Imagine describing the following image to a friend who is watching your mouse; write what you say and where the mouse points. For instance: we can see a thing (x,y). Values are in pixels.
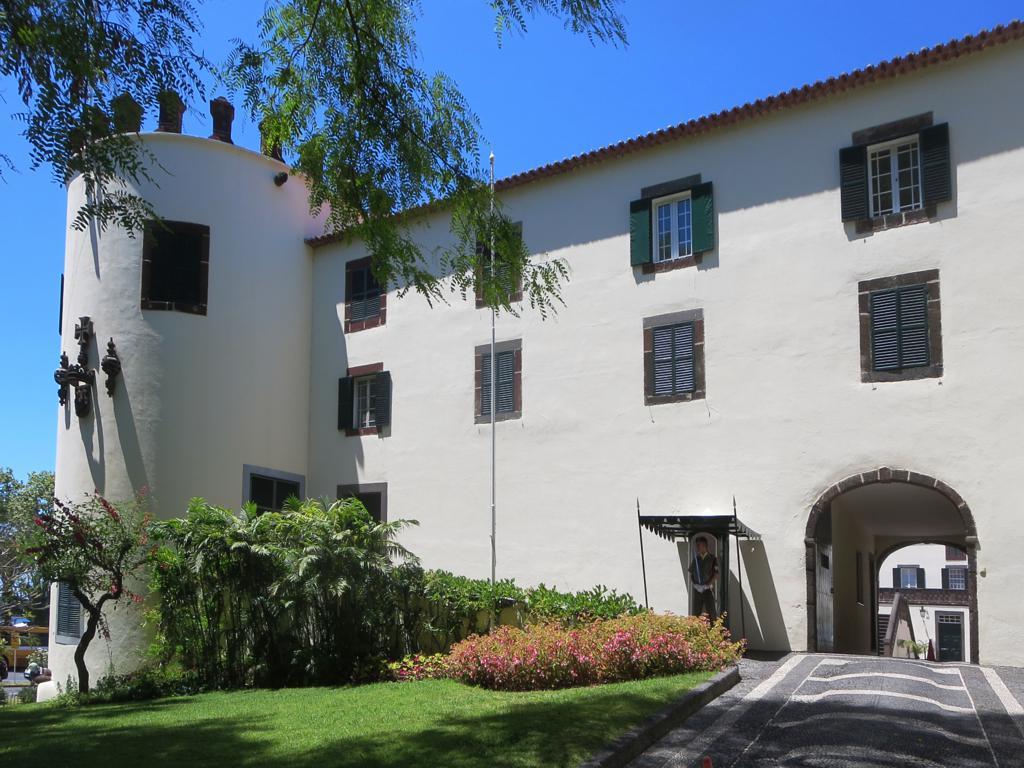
In this image we can see a building (468,319). On the building (424,307) we can see few windows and an entrance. In front of the building (663,384) we can see a group of plants (297,656) and grass (346,734). There is a person (706,546) standing under a roof (694,519) in front of the building (659,569). At the top (378,153) we can see the sky (431,58) and leaves (279,79) of a tree (333,72). On the left side (41,493), we can see few trees (41,488).
